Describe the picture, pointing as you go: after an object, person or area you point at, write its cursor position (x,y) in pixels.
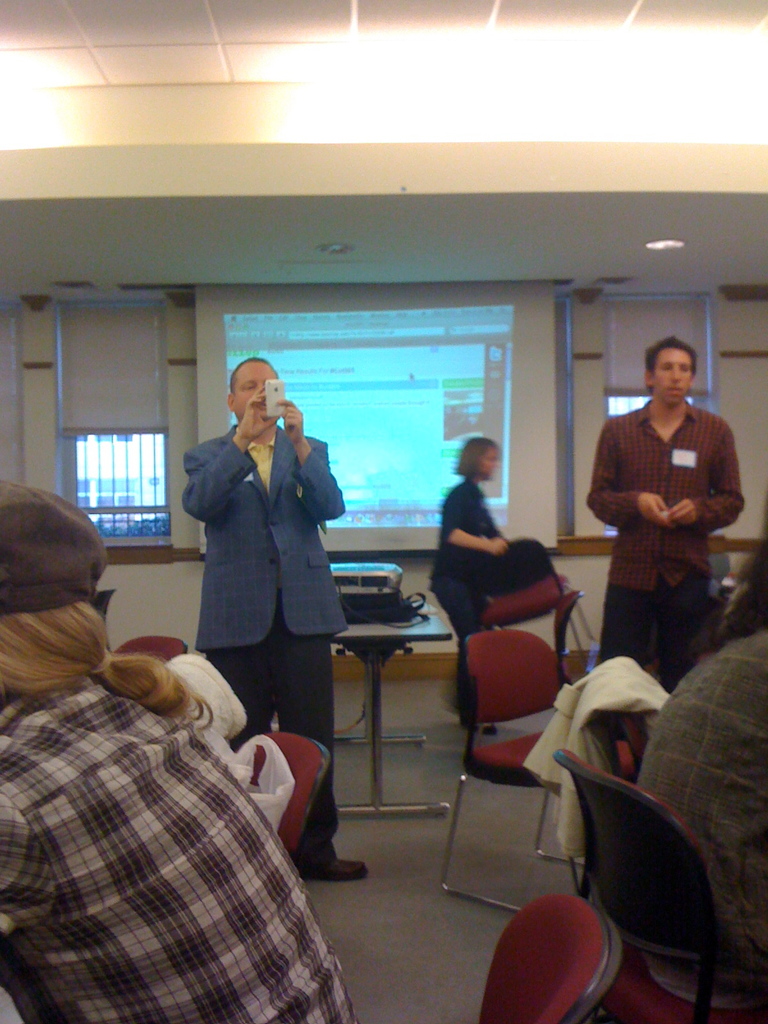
This is a picture taken in a room (477,833), in this room (435,775) some people (44,848) are sitting on chairs (586,867) and some are standing. The man (265,542) in blue blazer (294,539) was holding a mobile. Behind the people (265,452) there is a table (378,645) on the table (370,639) there are some items (364,601). Background of this people (249,612) there is a projector screen (425,405), window (124,476) and a wall (44,327).
